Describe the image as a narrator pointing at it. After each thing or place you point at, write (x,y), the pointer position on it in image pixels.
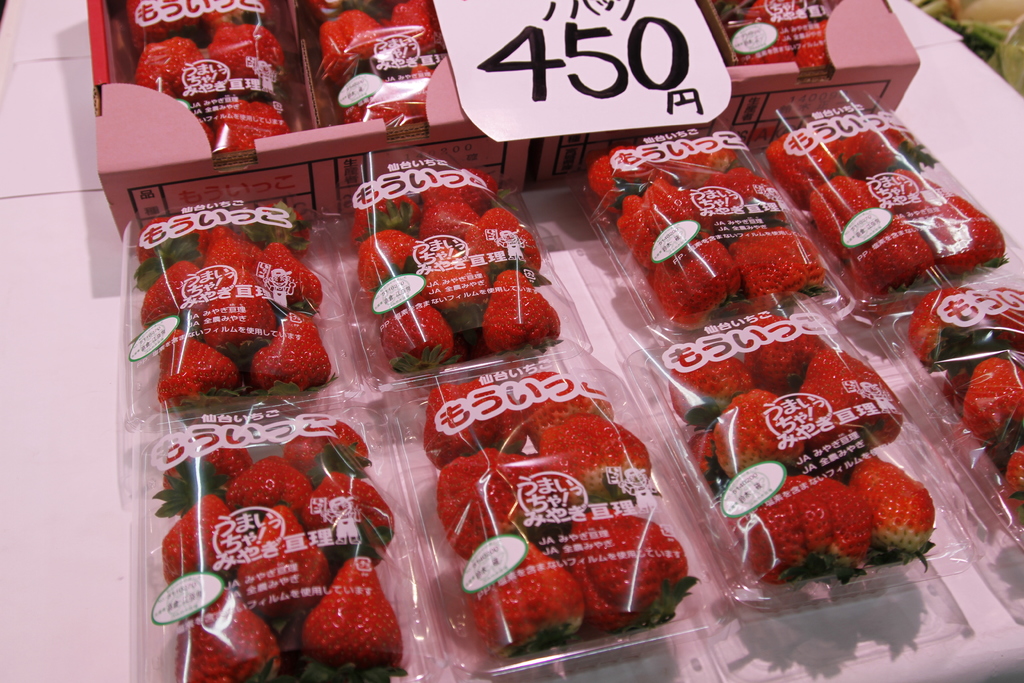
In this image there are strawberries (422,185) in the boxes (447,124) and also a price tag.
